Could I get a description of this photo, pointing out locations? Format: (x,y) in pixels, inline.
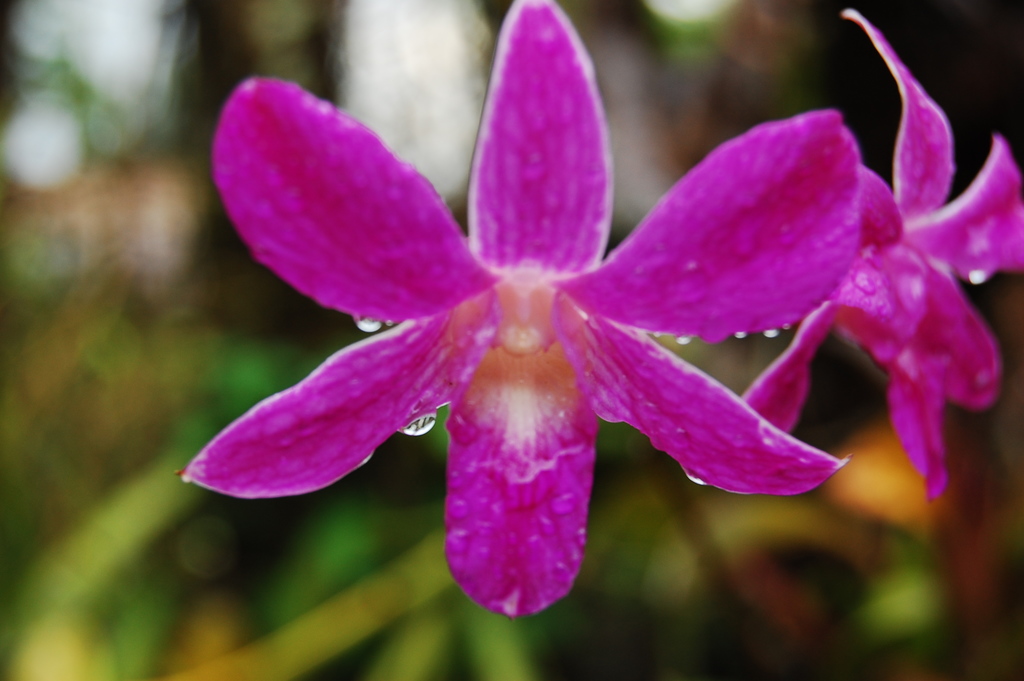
This is the picture of a flower (534,240). In this image there are two pink color flowers (717,468) on the plant (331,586). At the back (61,613) the image is blurry.
